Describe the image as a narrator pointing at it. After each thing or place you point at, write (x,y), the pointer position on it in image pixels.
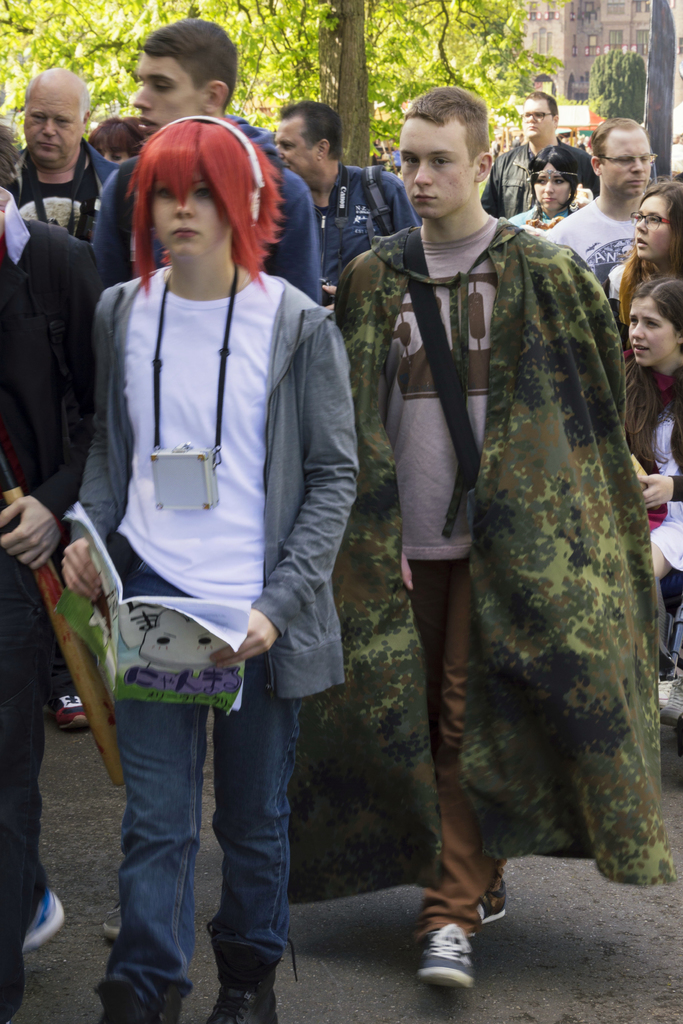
This image is taken outdoors. At the bottom of the image (510,940) there is a floor (101,868). In this image a few people (416,264) are walking on the floor (389,914) and a boy (167,426) is holding a book (135,626) in his hand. In the background (268,104) there is a building (637,24) and are a few trees (381,65).
